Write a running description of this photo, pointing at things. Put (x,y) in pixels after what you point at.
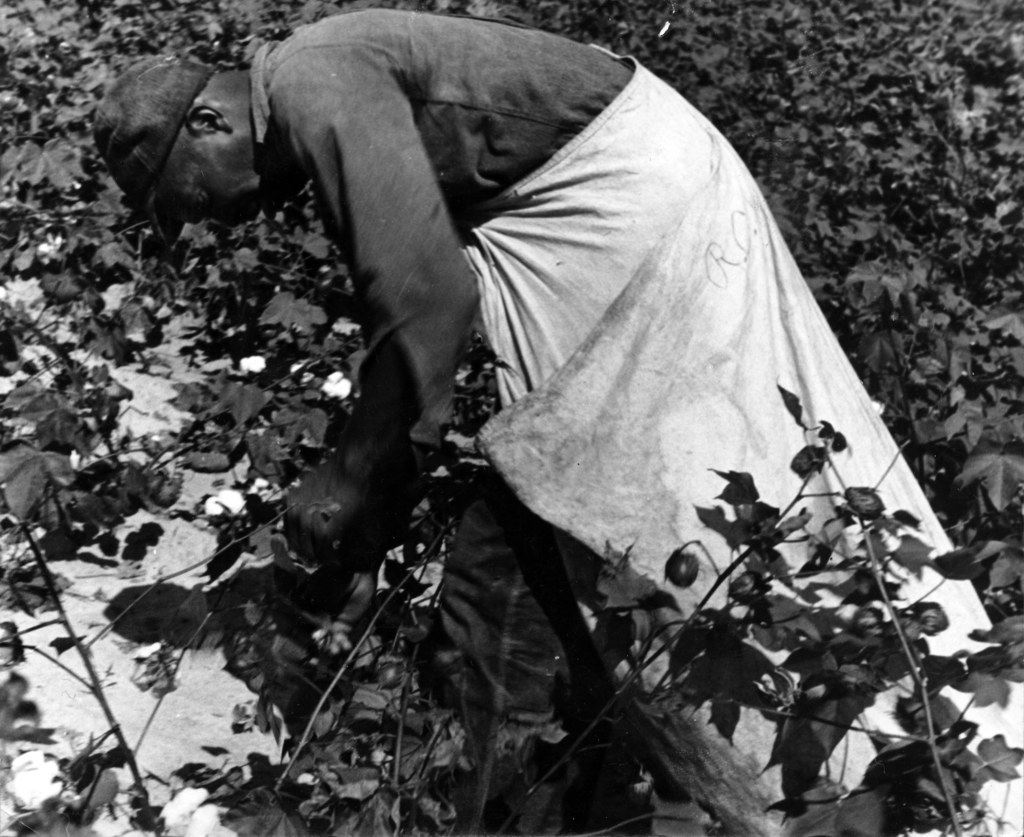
It is a black and white image. In this image we can see the man (255,118) wearing the cap (186,90). We can also see the plants (211,276). The man (203,100) is wearing some white color cloth (681,350).
